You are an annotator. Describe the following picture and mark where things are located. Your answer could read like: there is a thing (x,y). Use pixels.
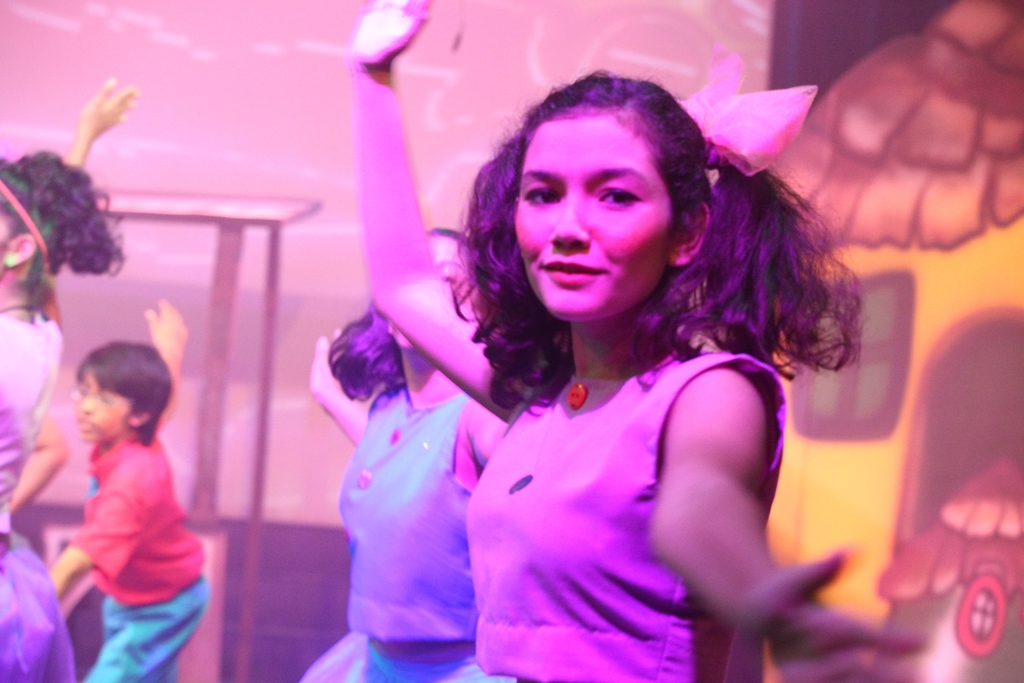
In this image few girls (7,528) and boy (156,556) are dancing before a wall (783,492) having some painting (817,398) on it.
